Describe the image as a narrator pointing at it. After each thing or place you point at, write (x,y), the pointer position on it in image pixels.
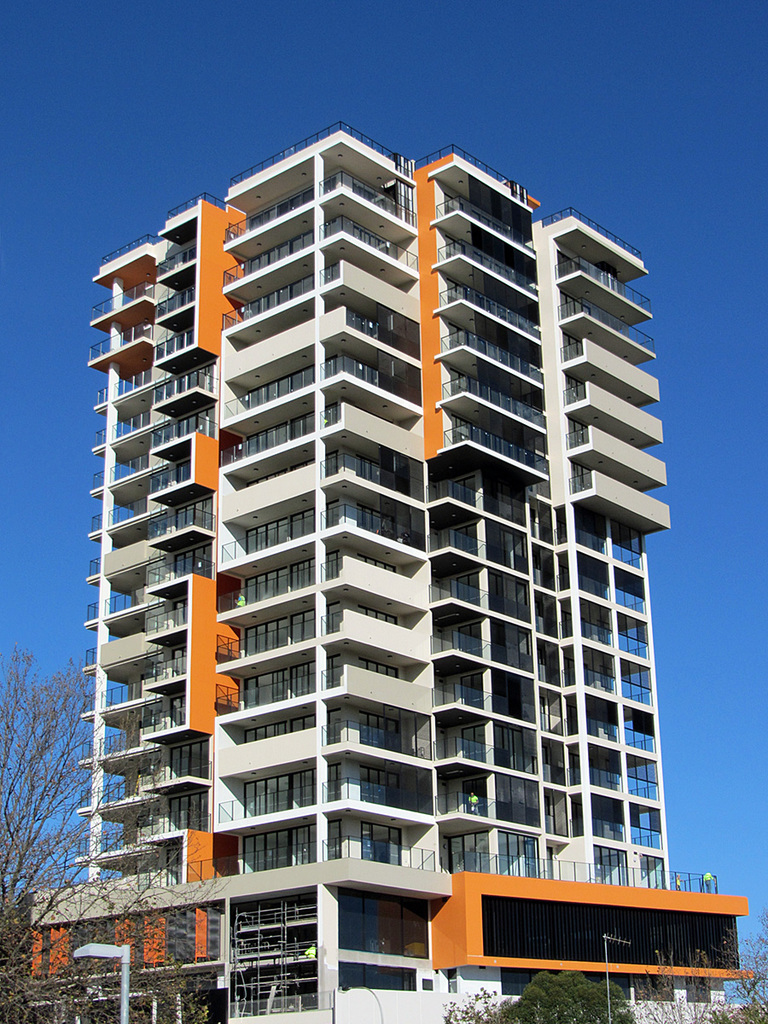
In the picture we can see a tower building (193,947) with many floors (464,851) and besides to it, we can see some tree (162,938) and plants (589,985) and in the background (165,215) we can see a sky (568,160) which is blue in color.
